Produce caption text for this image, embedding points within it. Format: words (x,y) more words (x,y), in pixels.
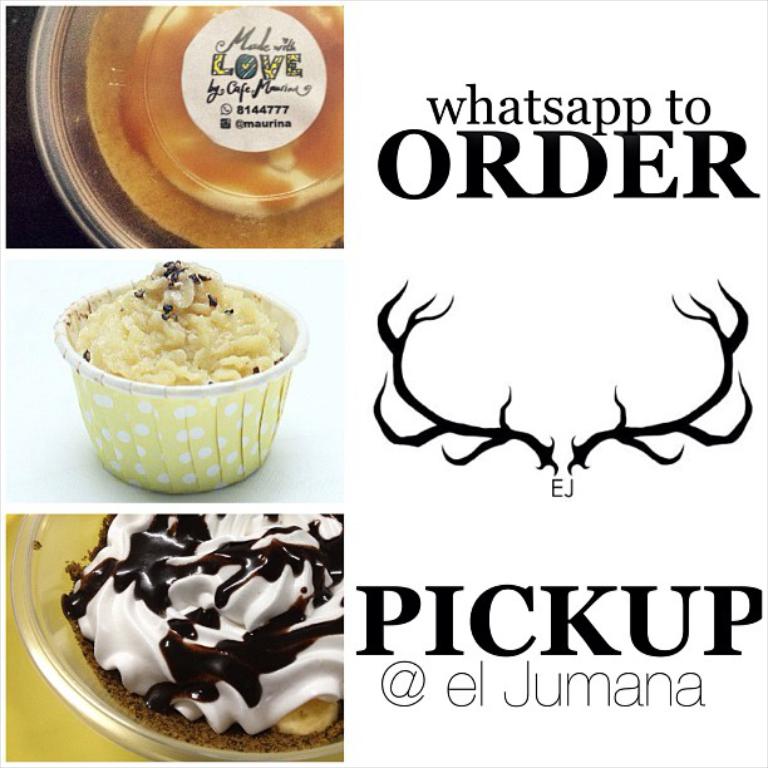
In this image we can see a poster (466,511) with something written (359,654). On that something is written. Also there is a logo (480,428). On the left side (242,498) there are images (141,459) of food items (175,54) on bowls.
